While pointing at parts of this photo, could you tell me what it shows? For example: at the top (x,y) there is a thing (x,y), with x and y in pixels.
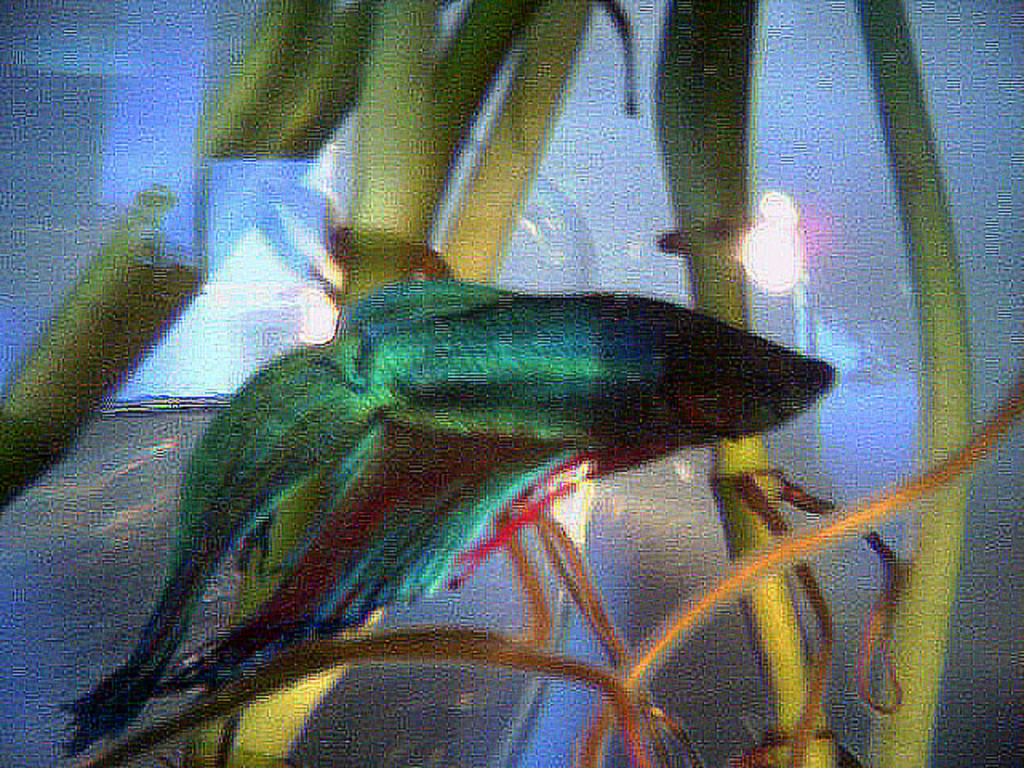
In this image there is an aquarium (790,137). In the middle of the image (622,370) there is a fish (406,348) and a few plants (684,148) in the aquarium (693,475).
